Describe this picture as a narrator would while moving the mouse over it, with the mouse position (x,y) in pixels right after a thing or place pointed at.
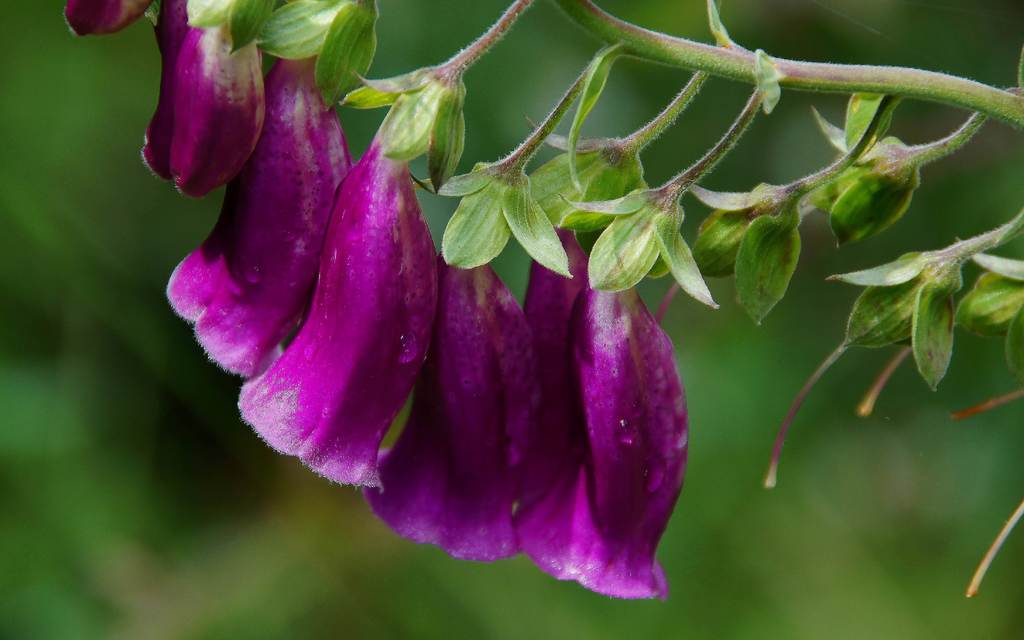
In the image there are beautiful violet flowers (401,350) to a plant (535,405) and the background of the flowers (644,595) is blur.
